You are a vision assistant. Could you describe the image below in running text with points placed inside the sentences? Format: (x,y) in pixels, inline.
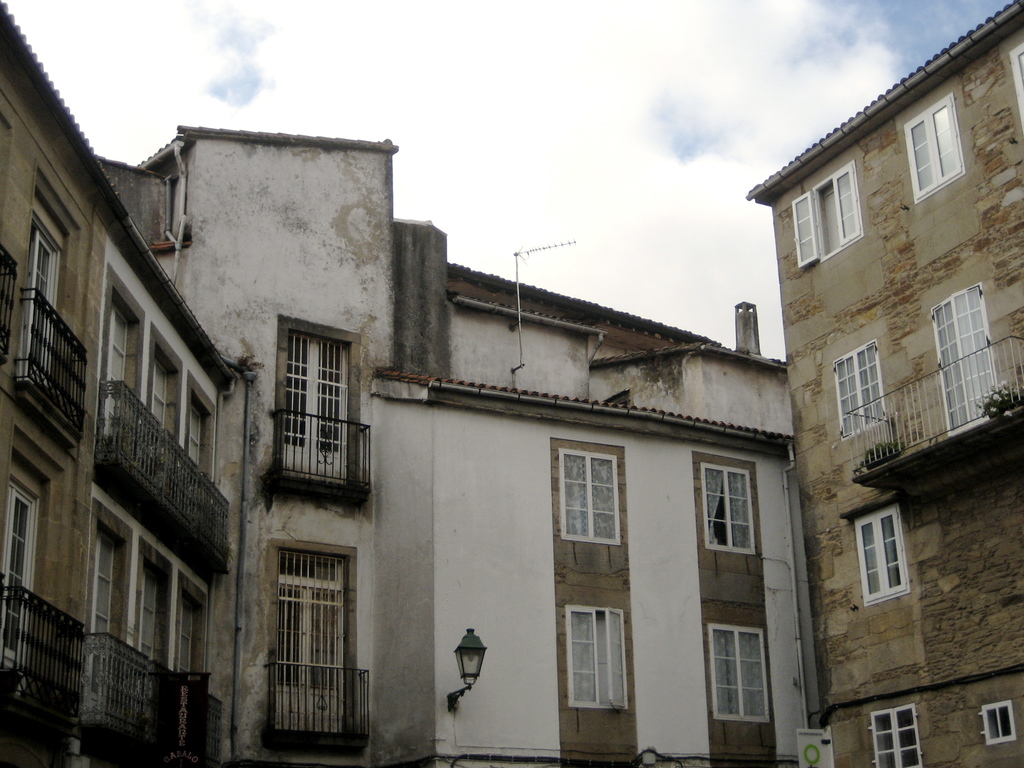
In this image there are buildings (452,566) with metal rod balconies (218,543), name board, lamp (464,645), antenna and a banner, at the top of the image (130,55) there are clouds (415,120) in the sky (715,300).
